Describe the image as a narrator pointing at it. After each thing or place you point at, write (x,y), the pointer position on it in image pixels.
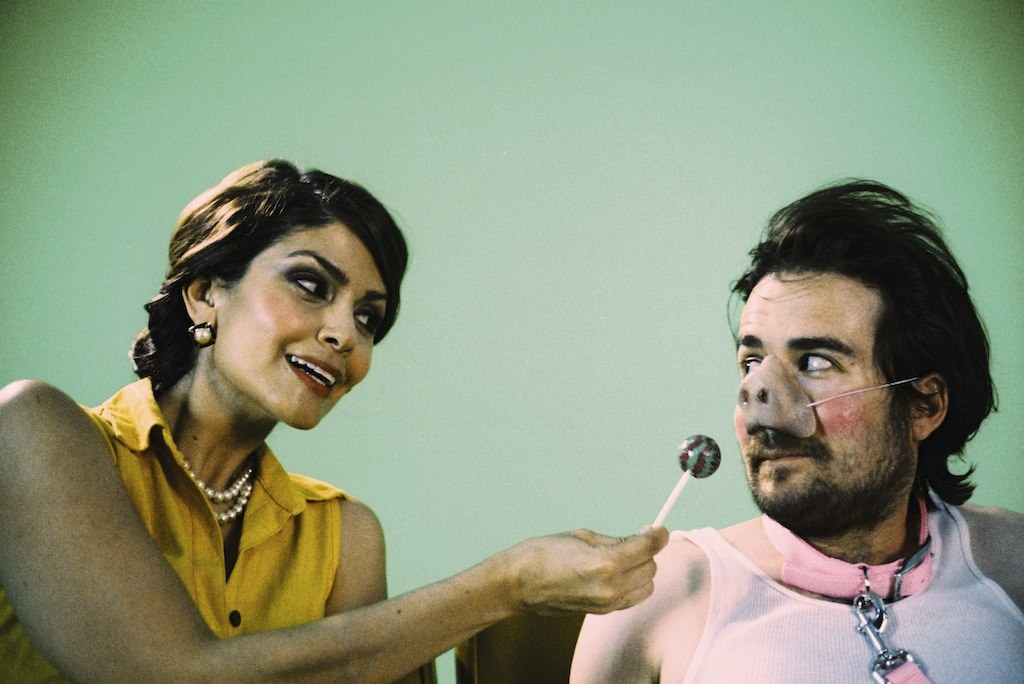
As we can see in the image there is a wall (492,314) and two people (380,636) sitting on chairs (473,643). The woman (319,490) over here is wearing yellow color dress (219,558) and holding lollipop (700,474).
